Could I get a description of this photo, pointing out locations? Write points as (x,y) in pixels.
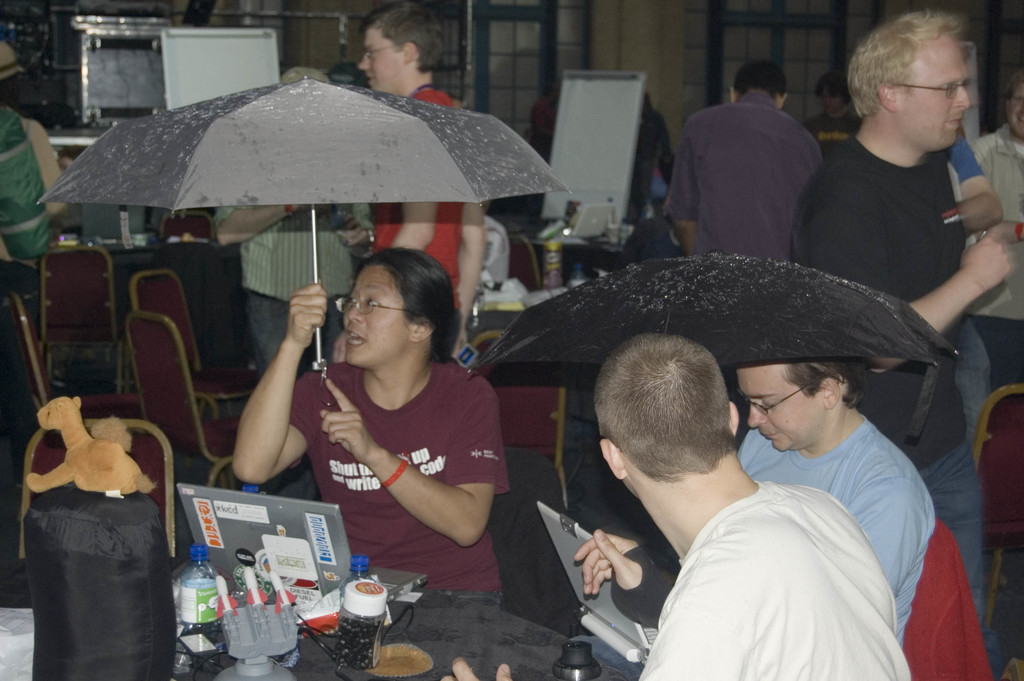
In the image we can see there are people (635,590) who are sitting on chair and they are holding umbrella (403,147) over them and on the table (439,621) there are laptop (270,546), water bottle (209,588).
